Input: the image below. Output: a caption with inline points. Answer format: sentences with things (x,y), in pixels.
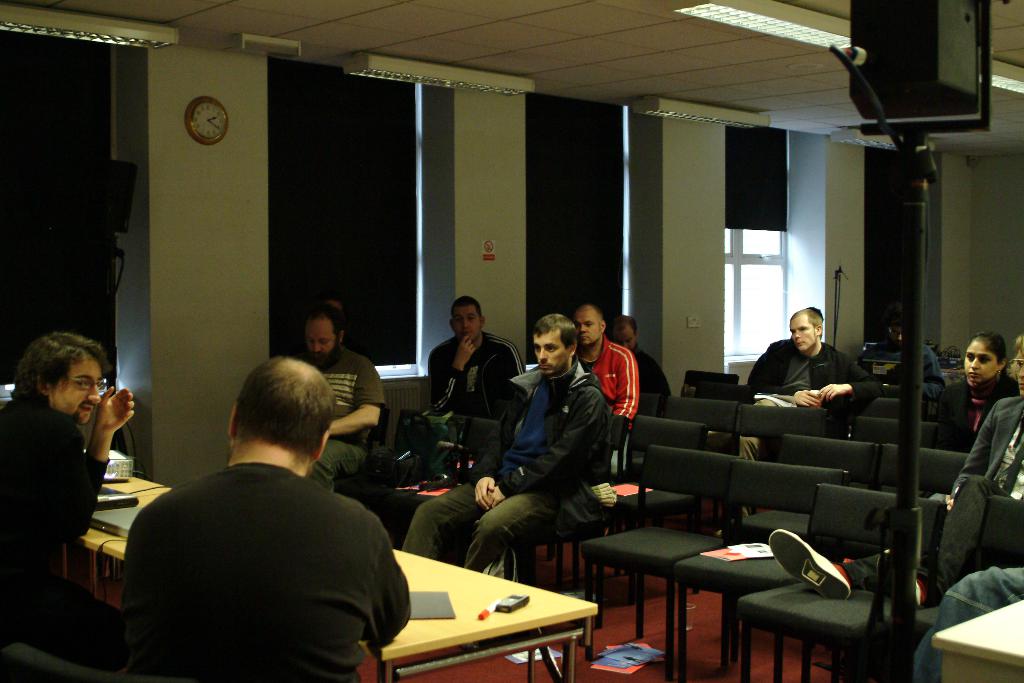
In this image there are group of people (505,368) sitting in chair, and in table (468,589) there is marker (488,606), paper (443,607), laptop (134,504), and the back ground there is speaker (886,89), rod (905,238), window (625,219), clock (196,112), light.
